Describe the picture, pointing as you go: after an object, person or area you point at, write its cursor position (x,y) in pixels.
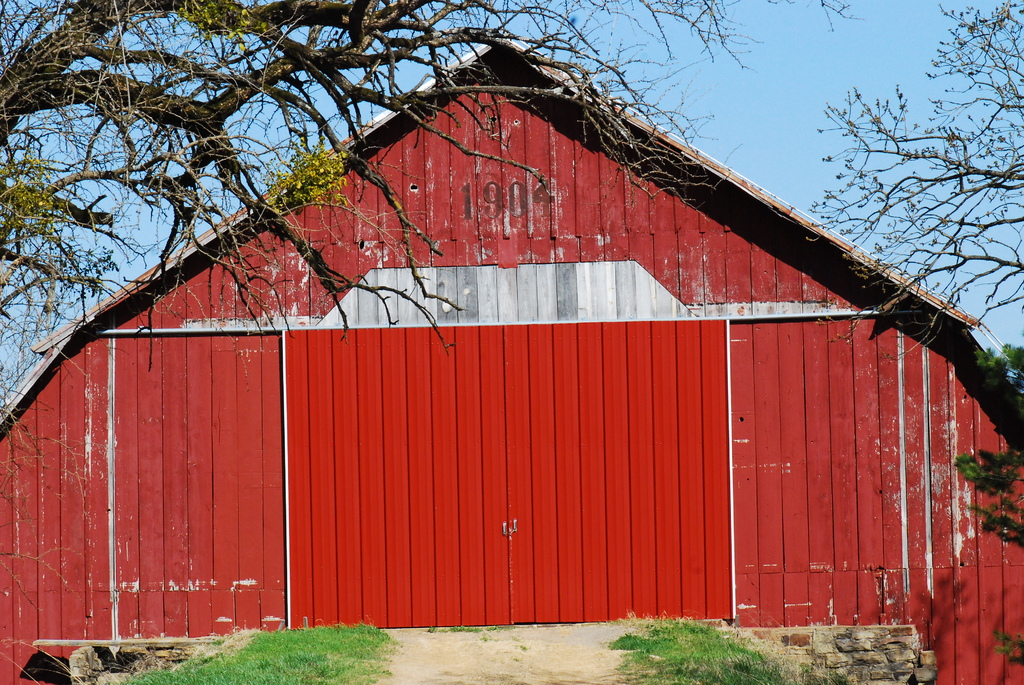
At the bottom of the picture (478,654), we see the road (484,638) and the grass (343,651). On the left side (133,639), we see a wooden bench (78,644). On either side of the picture, we see the trees (993,469). In the middle (414,451), we see a barn (683,346) in red color. At the top (645,83), we see the sky (847,113).
